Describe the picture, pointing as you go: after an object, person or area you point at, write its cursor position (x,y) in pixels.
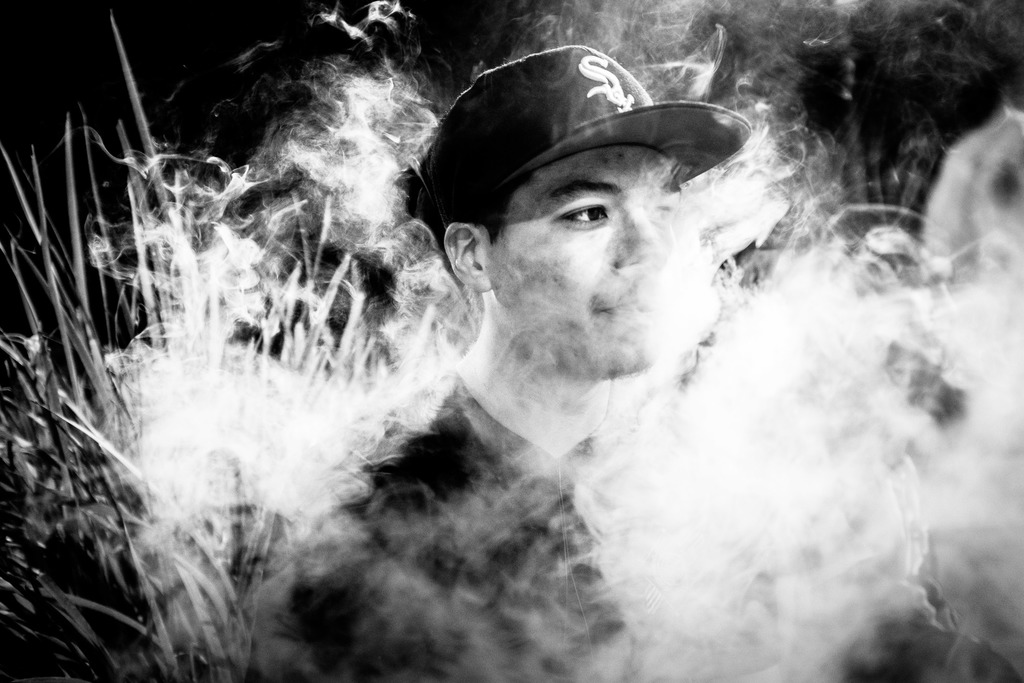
In this picture there is a man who is wearing cap (649,137) and t-shirt (491,550). Beside him I can see the smoke (880,349). On the left (134,236) I can see the plants (42,426). In the top left corner (65,74) I can see the darkness (103,40).
